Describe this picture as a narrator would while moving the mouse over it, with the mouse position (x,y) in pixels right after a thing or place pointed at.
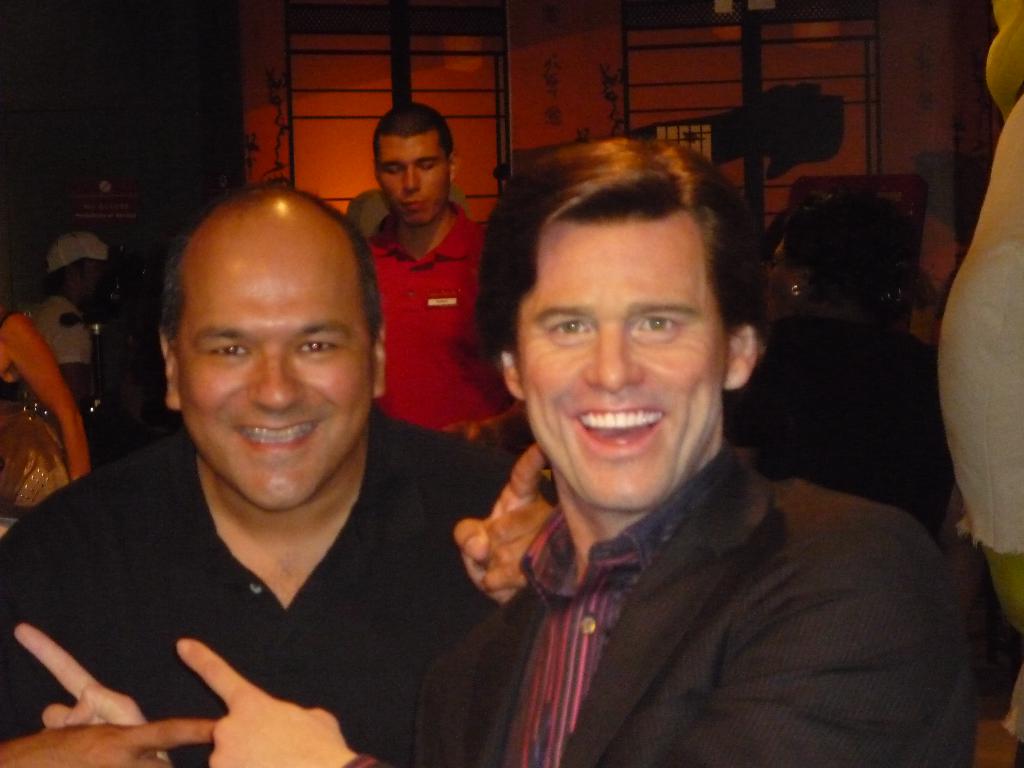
In this image we can see two men (368,559) are smiling. In the background (45,389) there are few persons (45,389) and the image is not clear to describe but we can see objects (442,24).
